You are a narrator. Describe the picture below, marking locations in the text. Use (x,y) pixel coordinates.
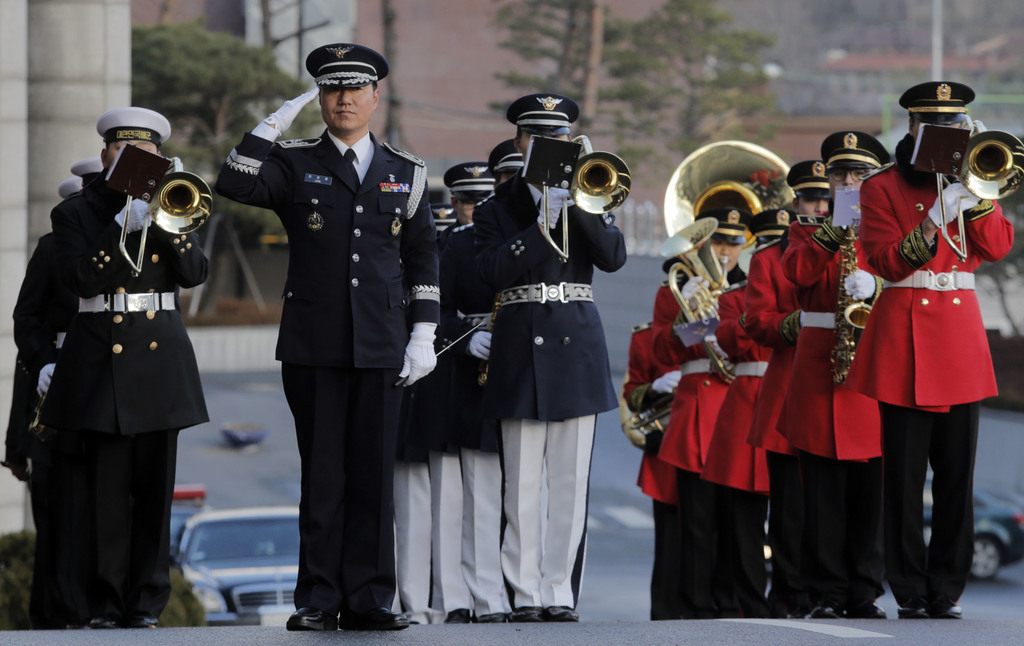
In this image in the foreground (101,444) there are a group of people (539,355) who are standing, and some of them are holding some musical instruments (843,245). In the background (236,107) there are some buildings (468,65) and trees (627,65), at the bottom (506,633) there is a road (160,642) and in the center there are some vehicles (266,537).
